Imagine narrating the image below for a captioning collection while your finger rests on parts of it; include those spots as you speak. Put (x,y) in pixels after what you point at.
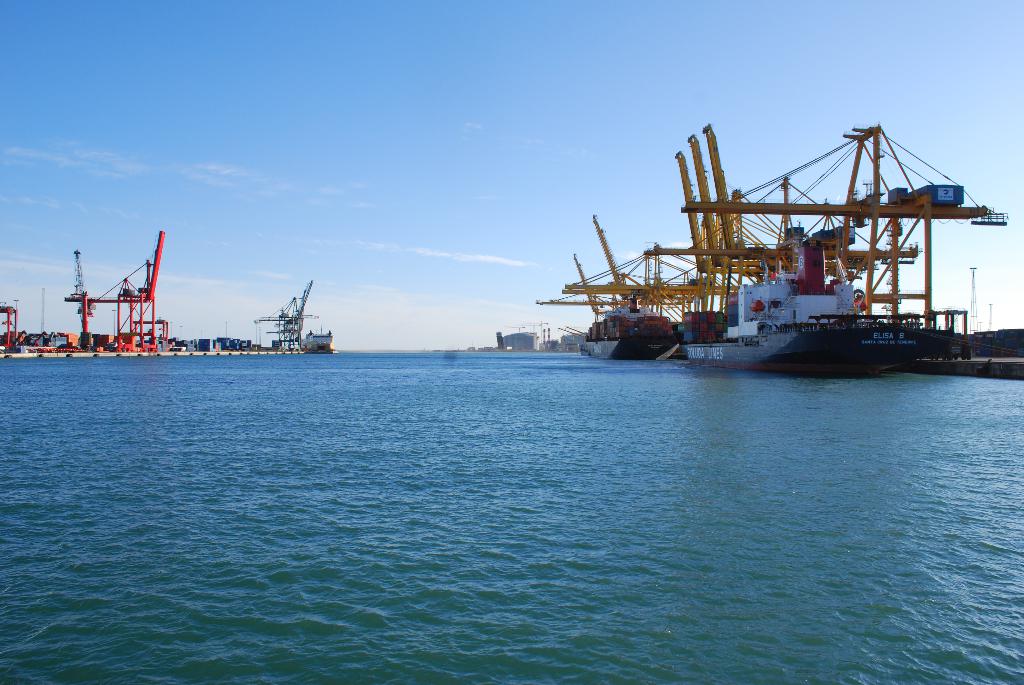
In this image we can see ships (796,328) on the surface of water (471,419). At the top of the image (398,101), we can see the sky (360,104). On the right side of the image (710,289), we can see the towers (975,275).
